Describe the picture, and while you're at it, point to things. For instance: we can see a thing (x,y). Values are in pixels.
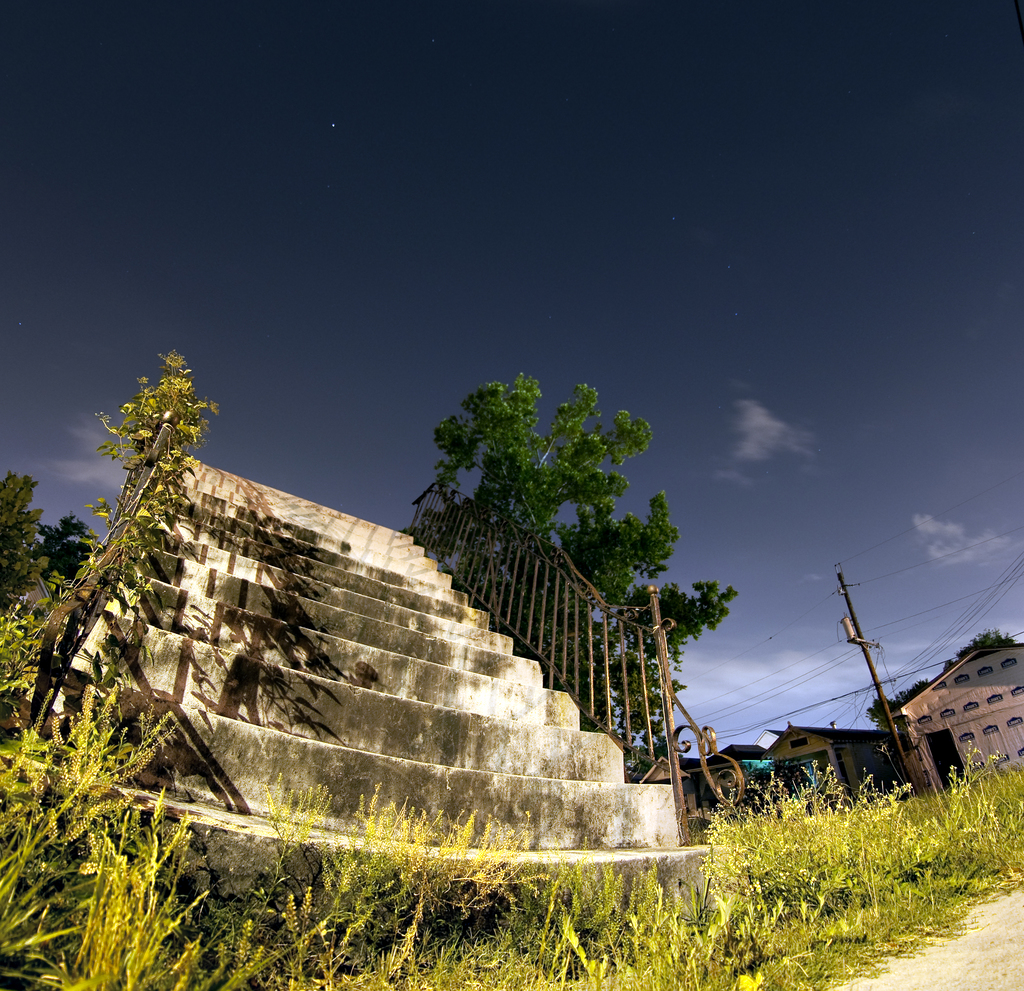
In this image I can see few plants (757,855) which are green in color, the ground (976,960), few stairs (497,771) and the railing (658,634). In the background (536,624) I can see few trees (456,469), a pole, few buildings (839,731), few wires (810,706) and the sky (454,219).
